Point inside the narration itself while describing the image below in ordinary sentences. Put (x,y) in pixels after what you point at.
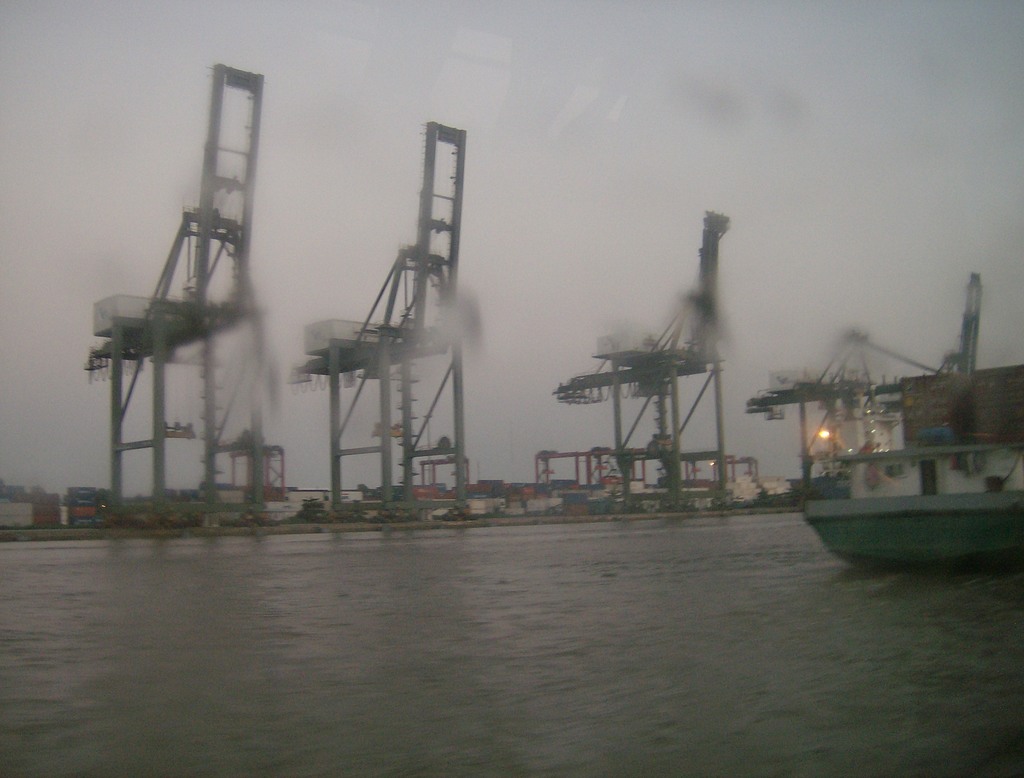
In this image there is a boat (967,523) in the water (587,643). In the background of the image (464,468) there are machines (406,416), lights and a few other objects (780,486). On the right side of the image (1004,428) there is a wall (981,422). At the top of the image (795,100) there is sky (797,142).
